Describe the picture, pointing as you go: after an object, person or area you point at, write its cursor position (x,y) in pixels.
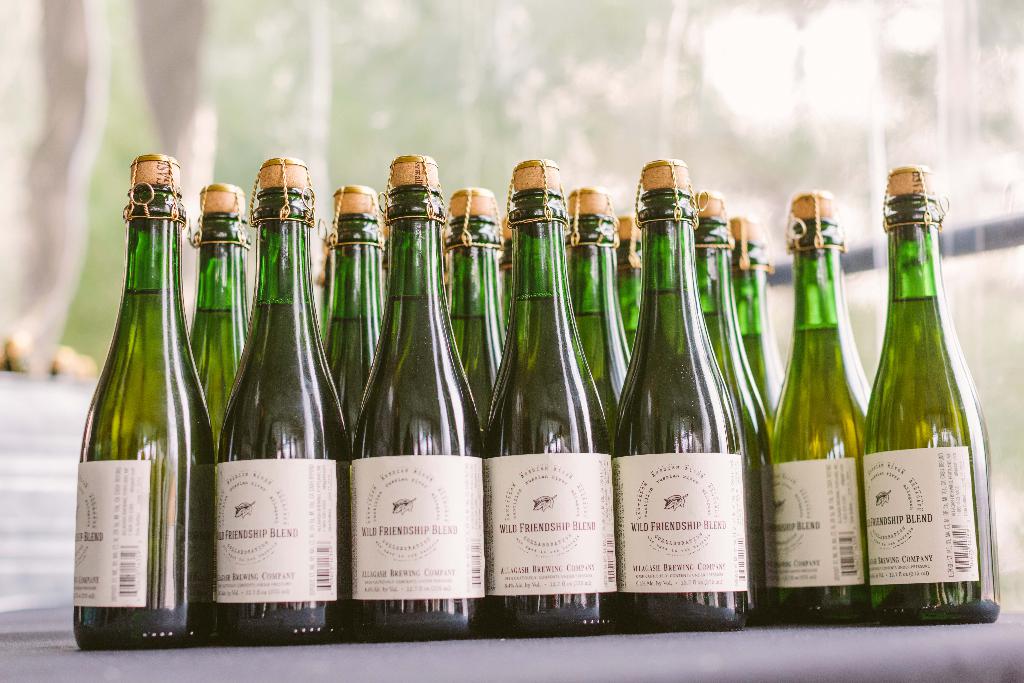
This picture seems to be of outside. In the foreground (281,359) we can see the bottles (530,280) containing drink (910,364) in it, placed on the top of the table (715,649). In the background (419,49) it seems to be trees (414,64).
